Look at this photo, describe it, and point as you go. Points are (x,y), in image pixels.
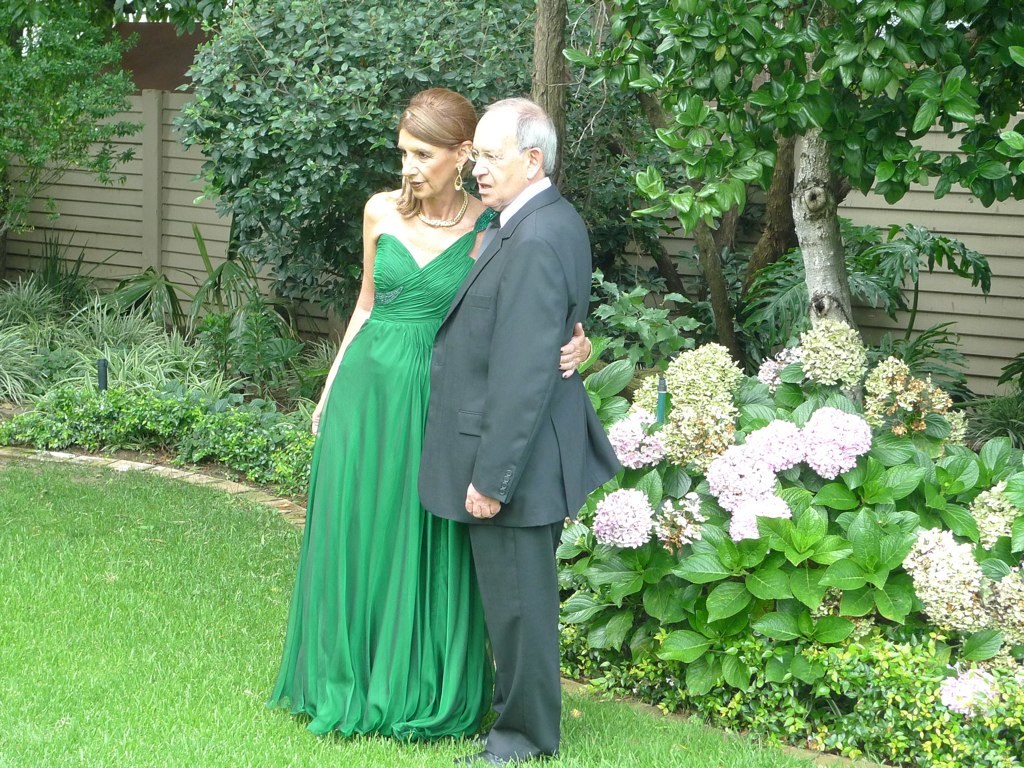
This is the picture of a lady (395,430) in green gown (404,426) and the guy (533,327) in suit (495,484) are standing on the grass floor (322,748) and behind there are some trees (412,6) and plants (159,426) which has some flowers (610,521).
